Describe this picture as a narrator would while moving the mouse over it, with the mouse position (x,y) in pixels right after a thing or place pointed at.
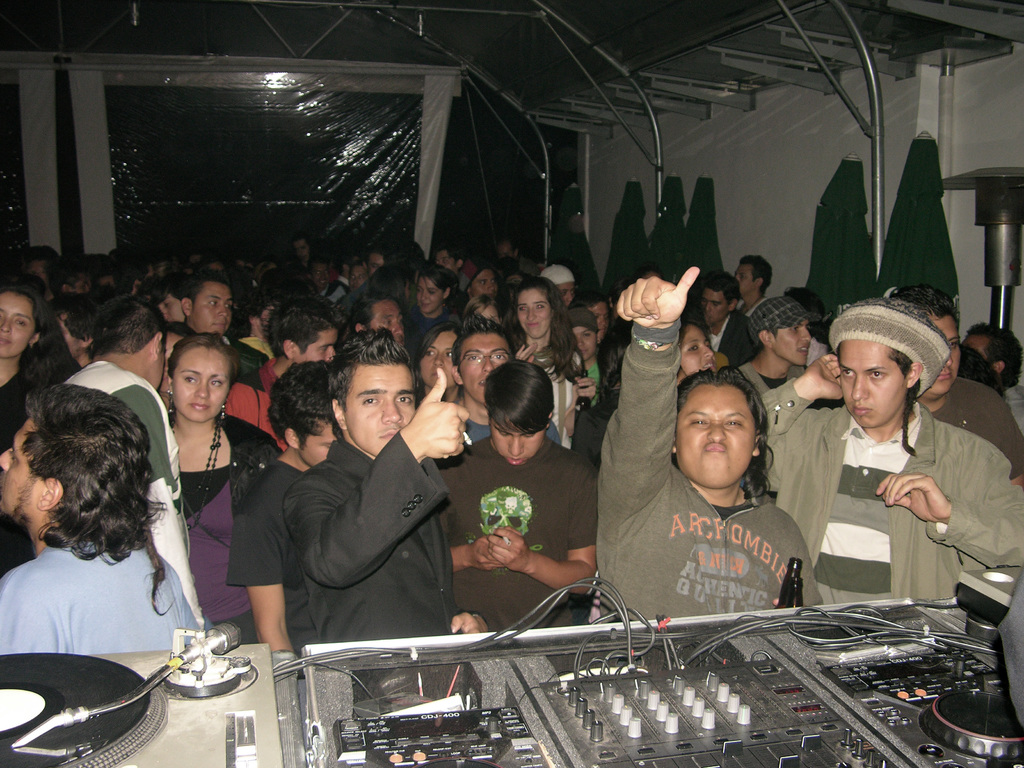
In this image I can see number of persons (425,374) standing. I can see a disk (78,729) which is black in color and some other musical equipment (564,719). In the background (792,243) I can see the wall (798,156), the cover (297,123), the ceiling (447,5) and few other objects (1002,224).
